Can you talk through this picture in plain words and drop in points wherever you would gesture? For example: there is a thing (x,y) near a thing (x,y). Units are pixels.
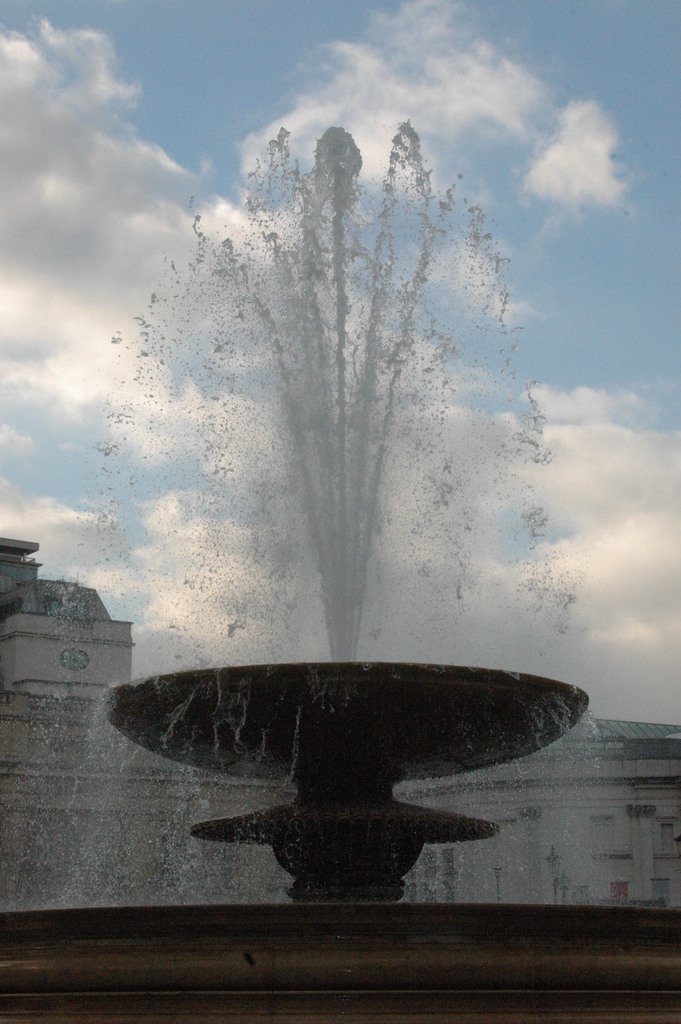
In this image I can see water fountain (321,598). In the background (108,781) I can see buildings (114,772) and the sky (191,450).
